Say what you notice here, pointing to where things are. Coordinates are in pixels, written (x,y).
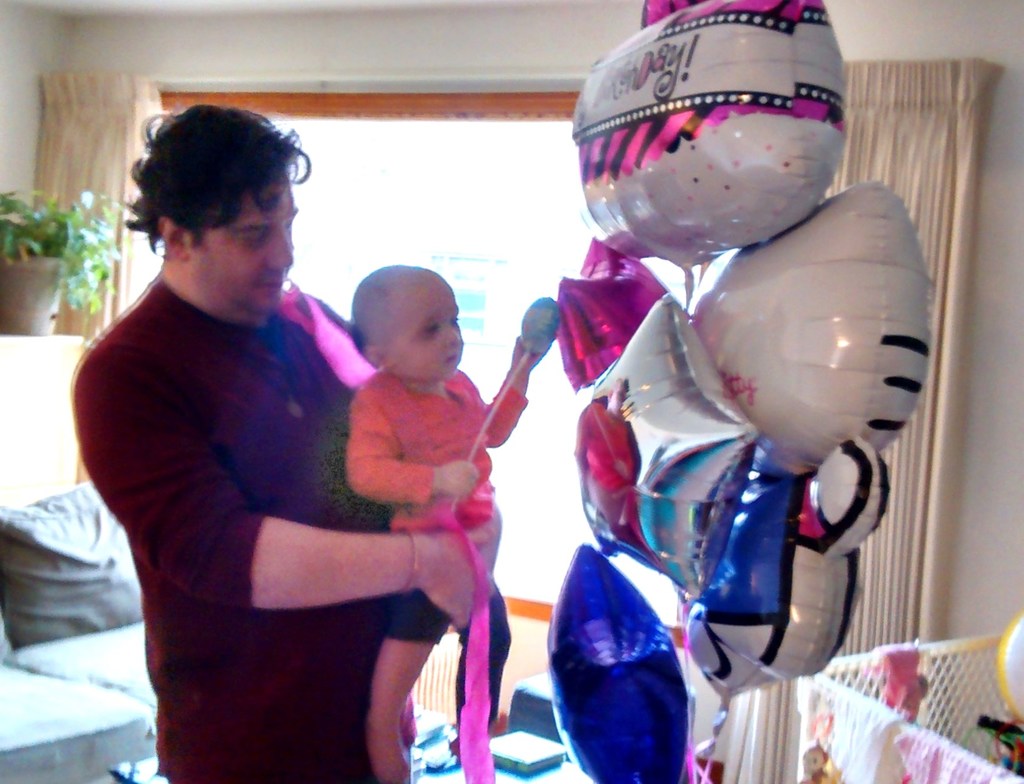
In this image I can see two persons (347,490), the person (304,452) at left (174,432) is wearing maroon color shirt (229,437) and the person (388,438) at right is wearing black and orange color dress (410,440). I can see few balloons (697,627) in multi color, background (63,558) I can see few pillows (57,542), a small plant (92,238) in green color, background (376,30) I can see few curtains (966,234) in cream color and the wall (389,37) is in white color.
